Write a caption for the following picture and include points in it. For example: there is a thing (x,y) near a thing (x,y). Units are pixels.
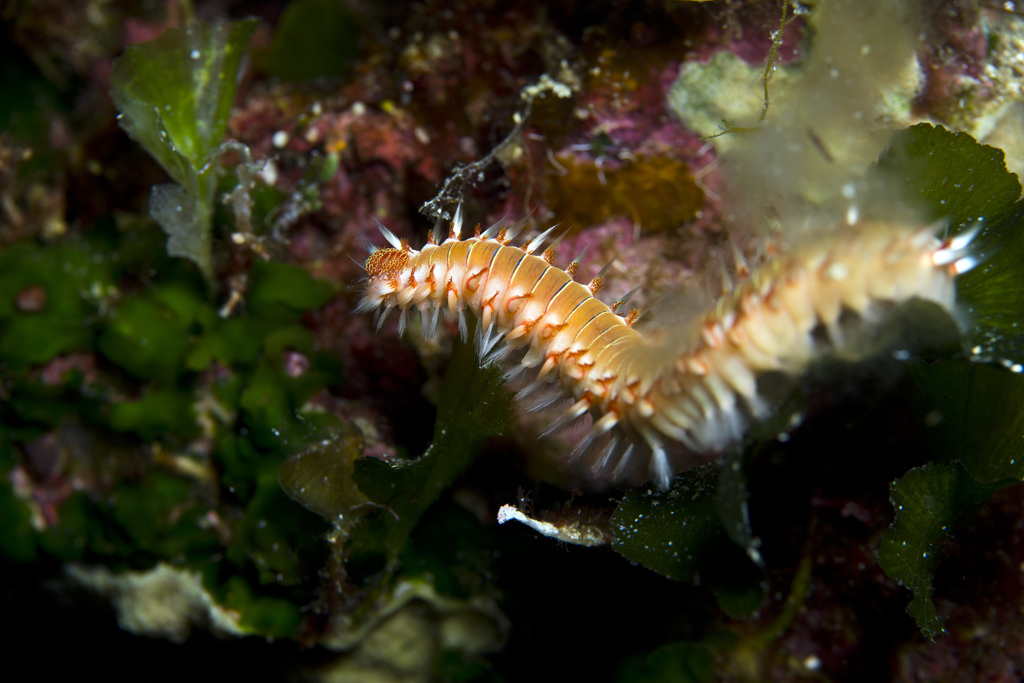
In this picture we can see a worm (648,382) here, in the background (997,370) there are some leaves (231,73).
